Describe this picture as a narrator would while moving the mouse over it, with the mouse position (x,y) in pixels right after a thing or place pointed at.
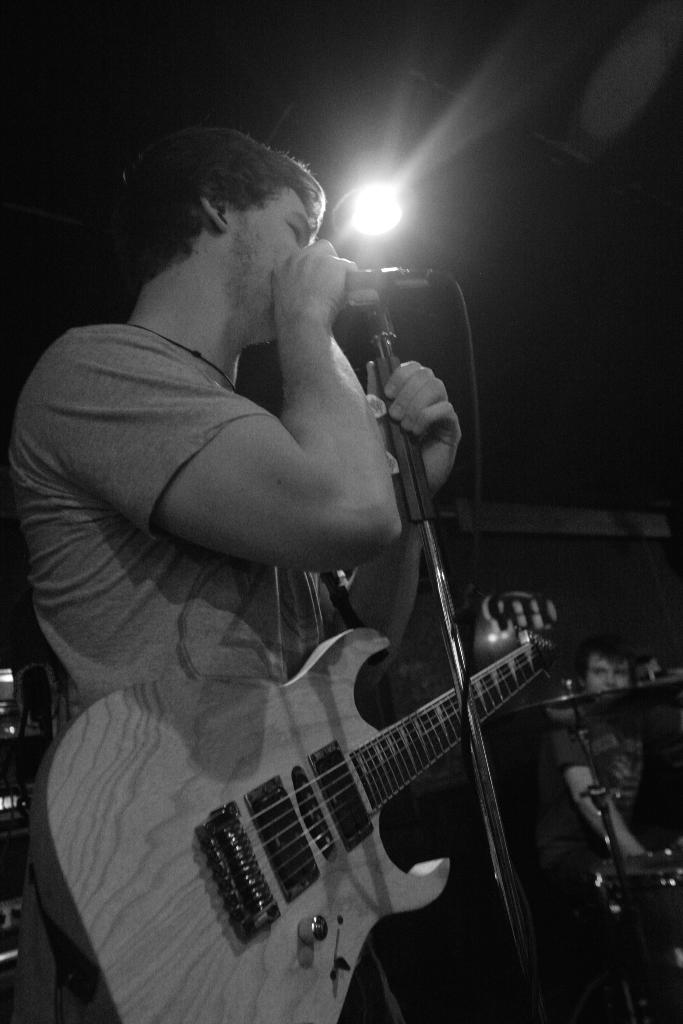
In this picture we can see a man (111,449) is holding a guitar (301,745) and singing with the help of microphone (349,279), in the background (374,222) we can see a light (374,206).
